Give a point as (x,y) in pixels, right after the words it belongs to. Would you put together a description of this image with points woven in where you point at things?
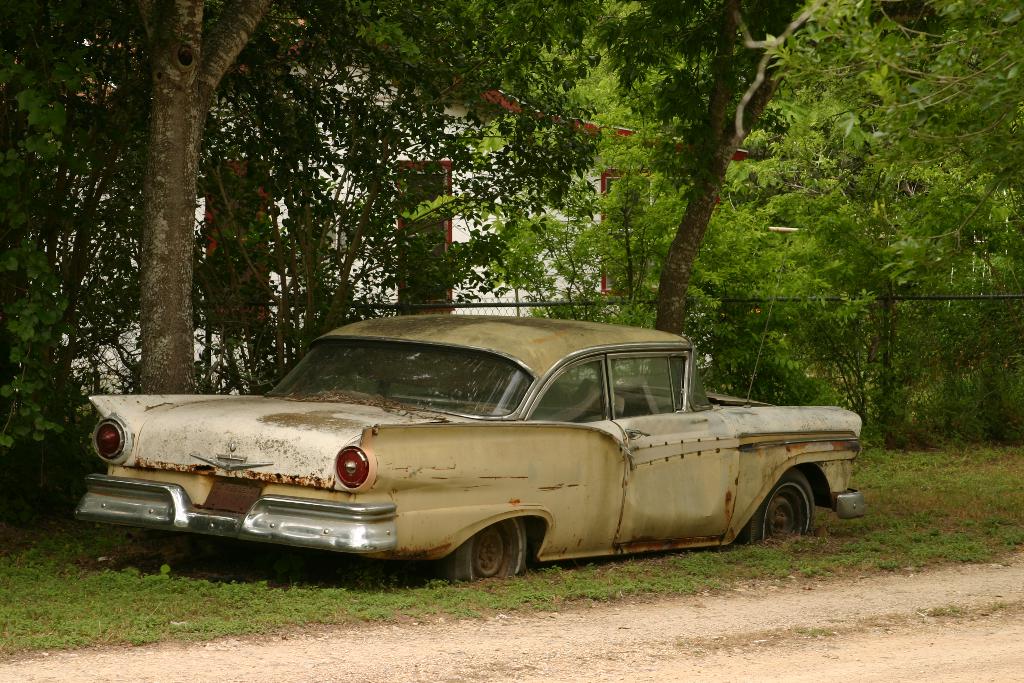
In this picture we can see a car (599,340) on the grass (293,594), behind we can see some trees (786,324), fencing (808,305) and house (428,187).
